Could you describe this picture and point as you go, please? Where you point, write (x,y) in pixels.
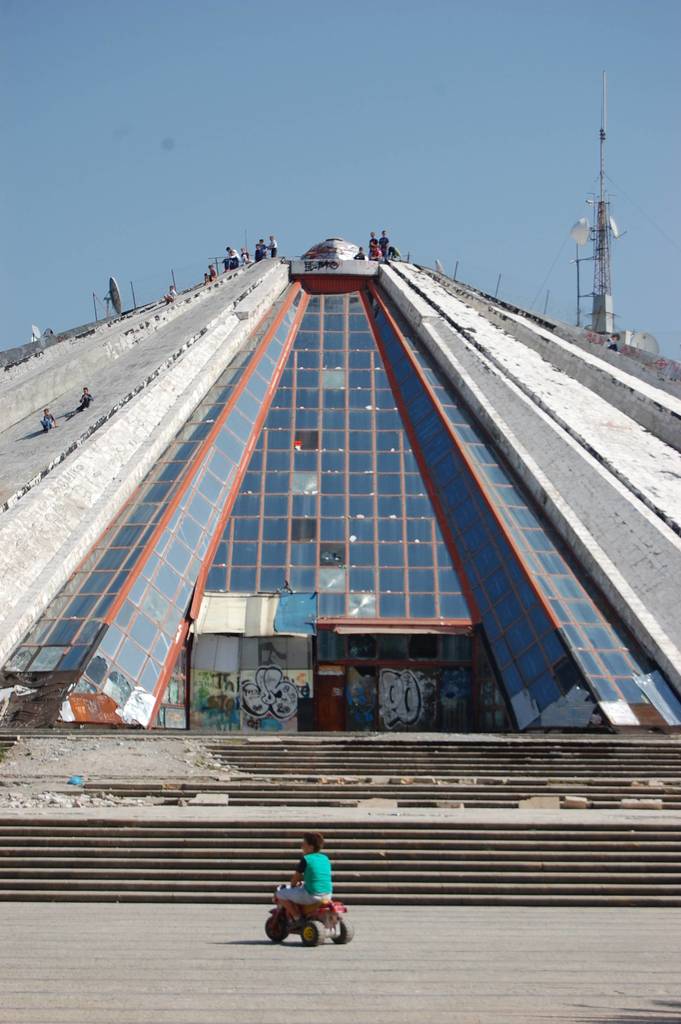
In this image I see a child (320,889) on this tricycle (312,925) and I see the path (572,938) and I see the steps (343,878) over here. In the background (33,377) I see a building (201,419) on which there are number of people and I see a tower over here and I see the clear sky (271,135).
